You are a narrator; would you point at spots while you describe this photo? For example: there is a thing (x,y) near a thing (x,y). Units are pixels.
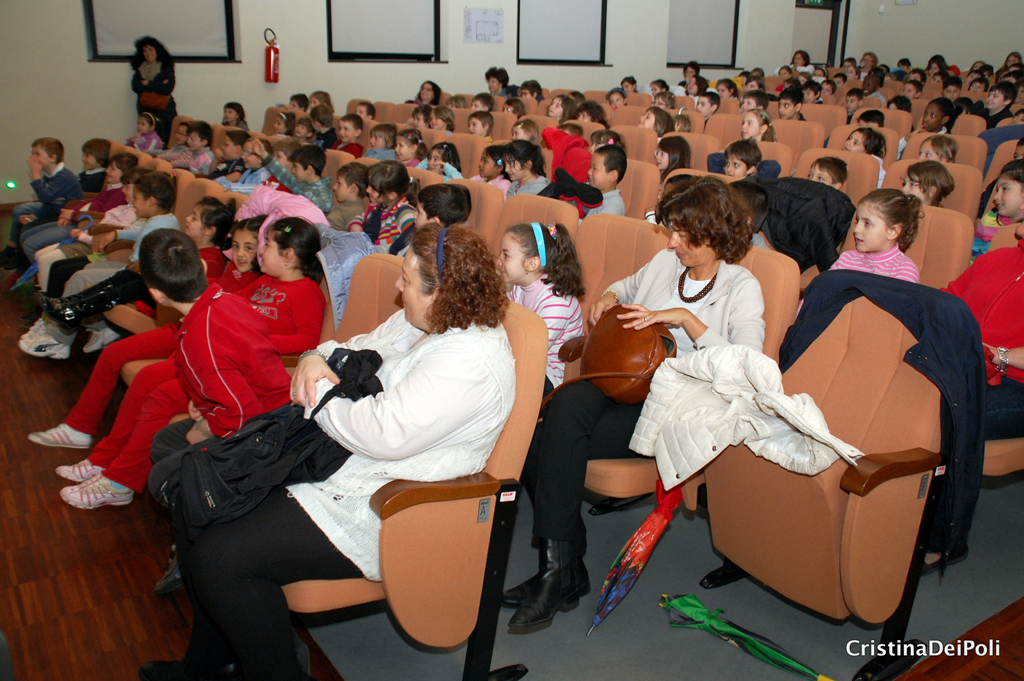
In this image I can see number of children (174,248) and few women (431,286) are sitting on chairs (717,522). I can also see few jackets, few umbrellas (642,536), few bags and here I can see watermark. In background (278,75) I can see a red colour thing (274,46) on wall (268,85).
